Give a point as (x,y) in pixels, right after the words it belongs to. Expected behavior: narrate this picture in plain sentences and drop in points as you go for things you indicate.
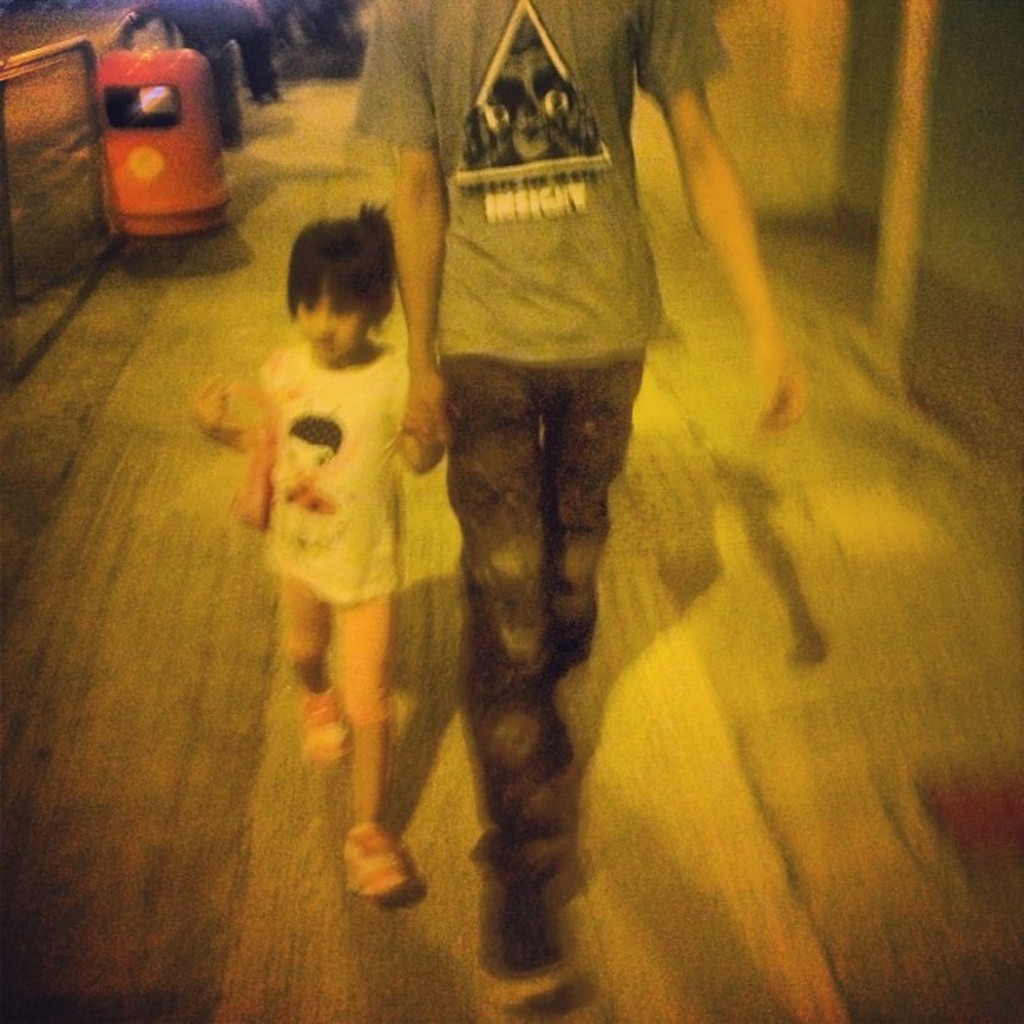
In this image we can see a person (501,512) is holding the hand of the child (315,255). Where the girl (353,696) wore a pink color pant (368,713) and white color shirt (359,553). The person (594,551) wore green color shirt (542,307) and black color pant (552,695).
